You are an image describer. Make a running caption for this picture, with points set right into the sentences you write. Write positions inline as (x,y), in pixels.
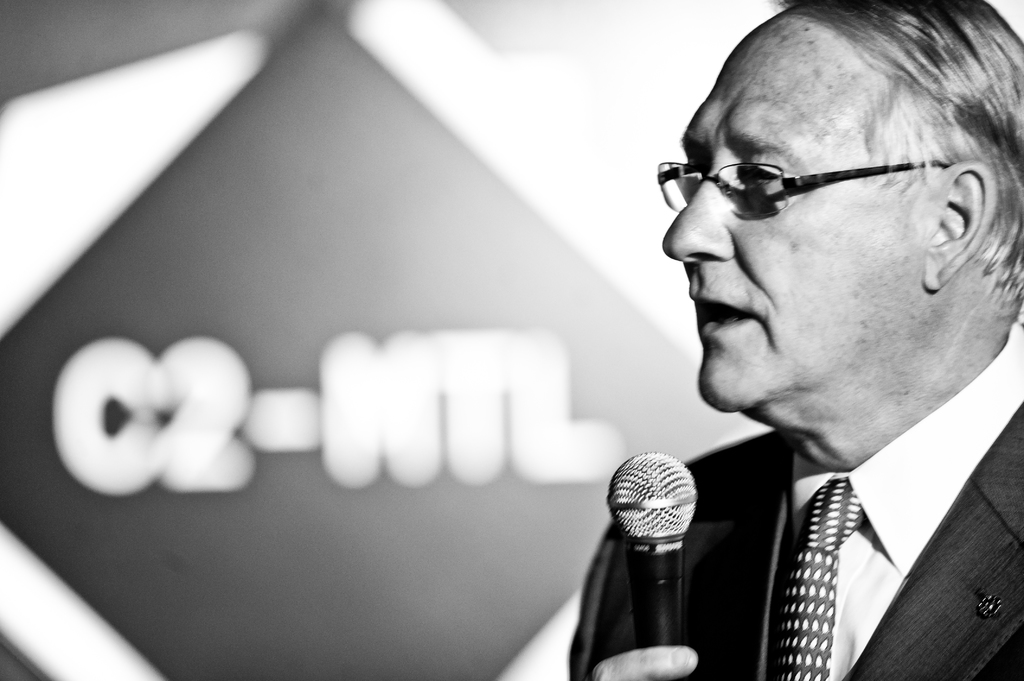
This is a black and white picture. Here is the man (867,629) standing and holding mike (650,546). He is talking. At background (121,413) this looks like a banner (427,239). This man (935,616) wore suit (944,647), tie (813,623), shirt (894,477) and spectacles (778,178).
